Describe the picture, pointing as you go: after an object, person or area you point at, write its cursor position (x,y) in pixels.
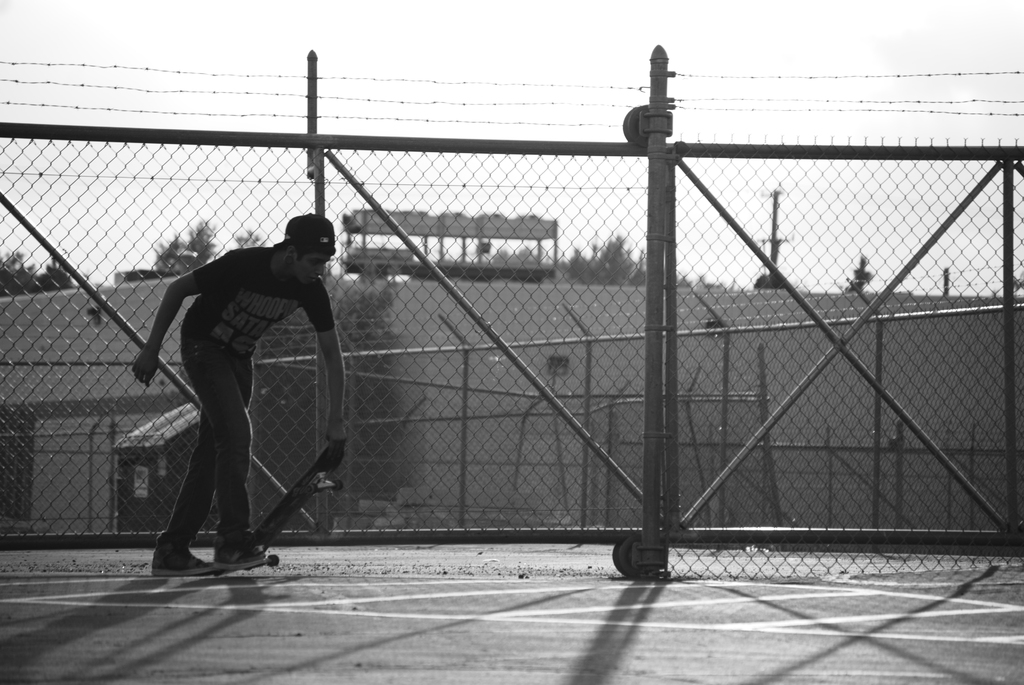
In this image we can see person (219,499) standing on the ground (210,552) with skateboard (313,472). In the background (582,266) we can see fencing (457,334), trees (633,278), building (607,365), and sky (453,23).
